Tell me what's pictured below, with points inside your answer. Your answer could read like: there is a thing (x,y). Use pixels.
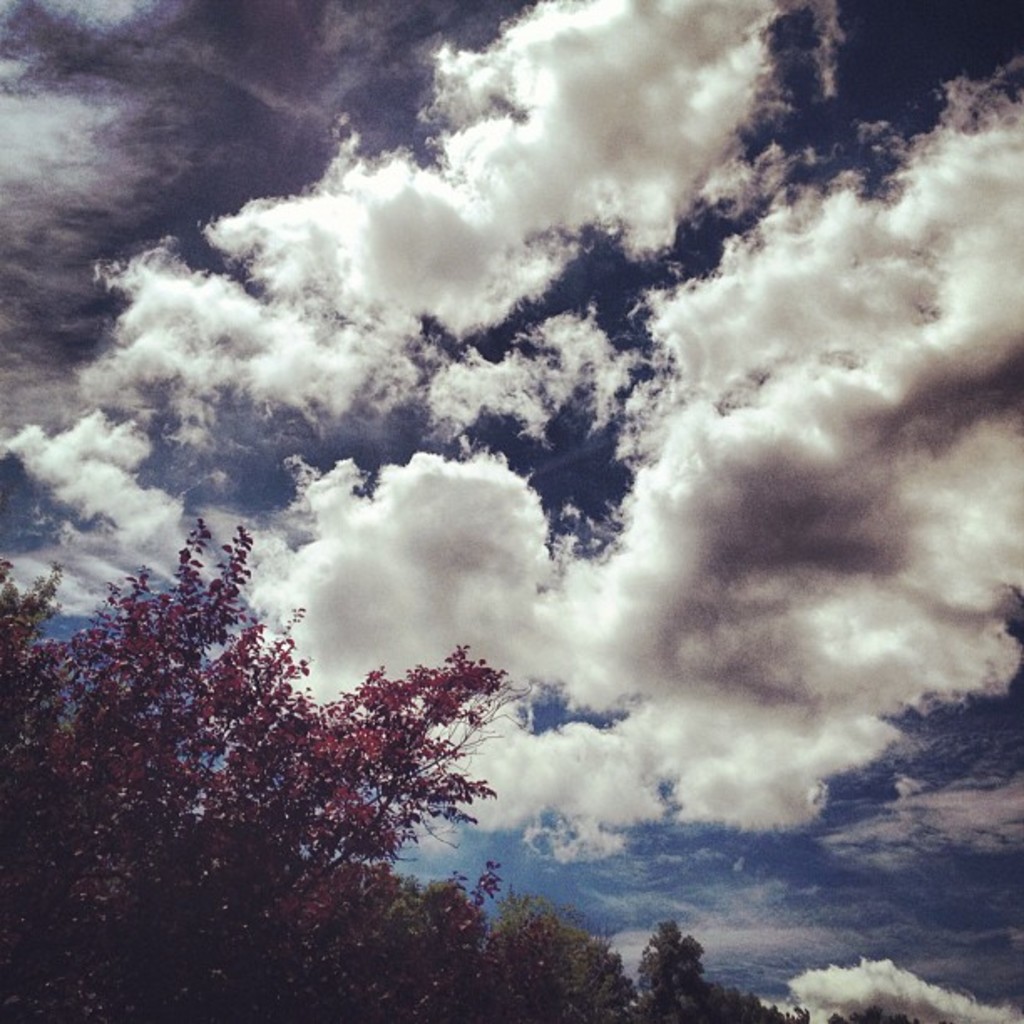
There are trees (291,893) and there are clouds (407,386) in the sky (523,476).
